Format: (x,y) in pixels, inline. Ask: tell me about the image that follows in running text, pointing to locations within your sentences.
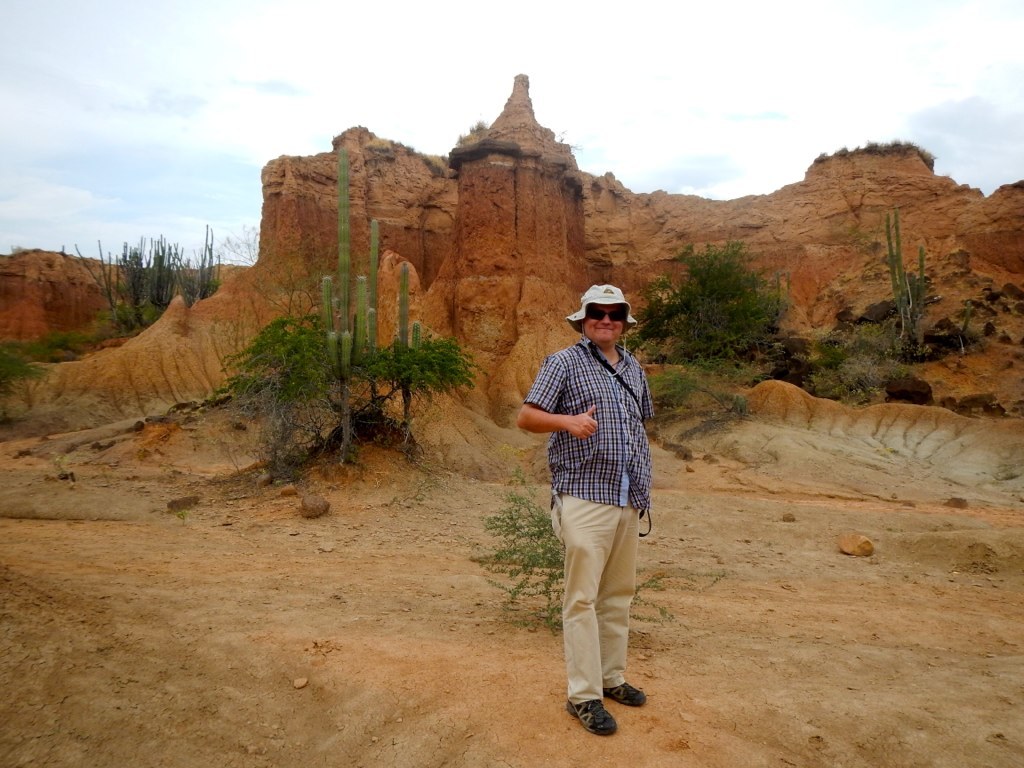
In this image there is a person (602,423) standing in front of mounds (801,264) where we can see there are some cactus plants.
